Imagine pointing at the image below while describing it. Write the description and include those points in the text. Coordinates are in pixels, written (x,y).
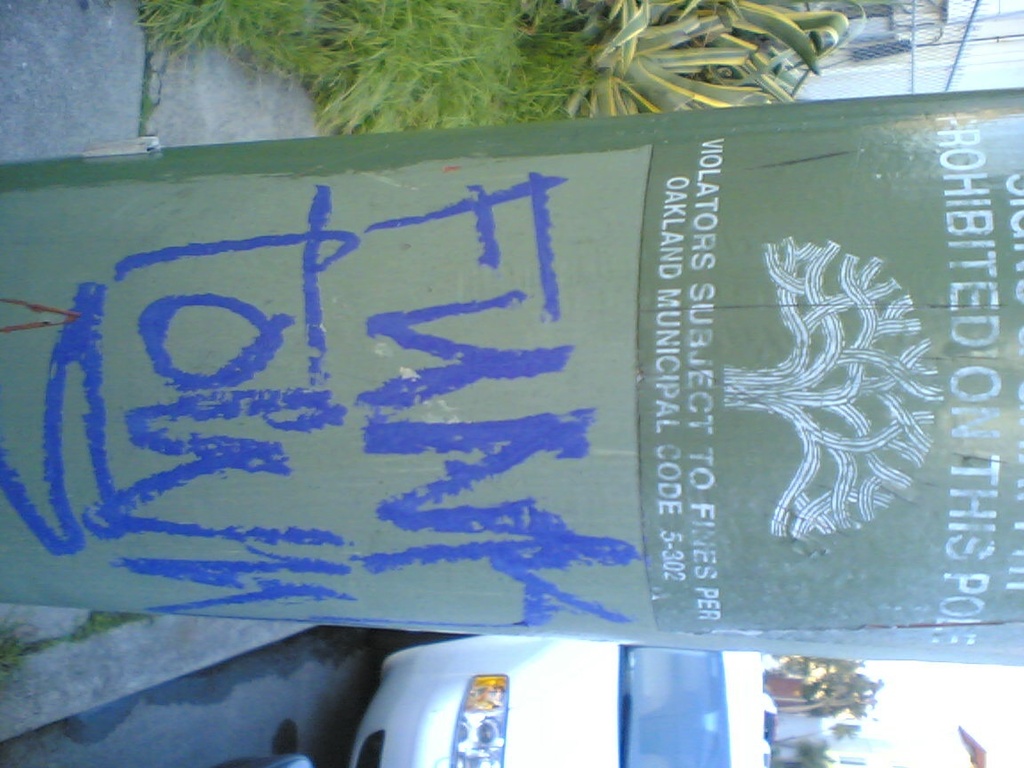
In the image there is a pole (556,453) and behind the pole (563,365) there are plants (353,16) and on the right side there is a car (557,697).
